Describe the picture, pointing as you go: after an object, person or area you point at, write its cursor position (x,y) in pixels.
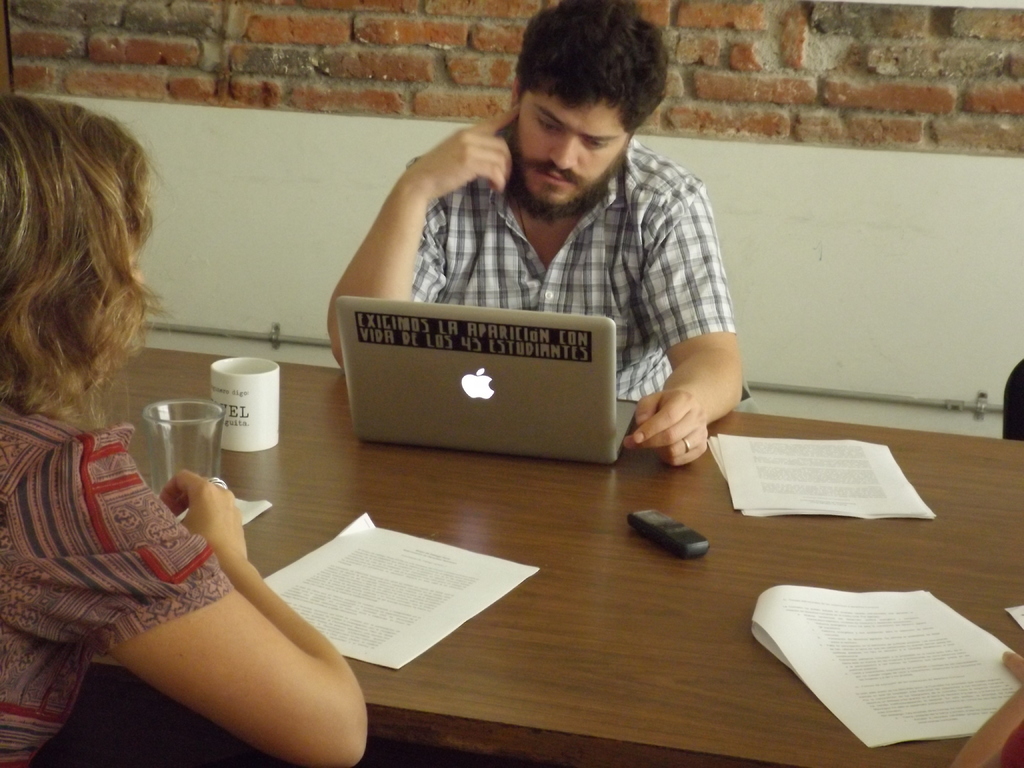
In this image there are two persons (485,256) who are sitting and there is one table (498,458), in the center (422,449). On the table (562,494) there is one laptop (395,410), cup (272,420), glass (182,427) and some papers (363,570) and remote (654,532). In the background (679,109) there is a wall (711,115).
